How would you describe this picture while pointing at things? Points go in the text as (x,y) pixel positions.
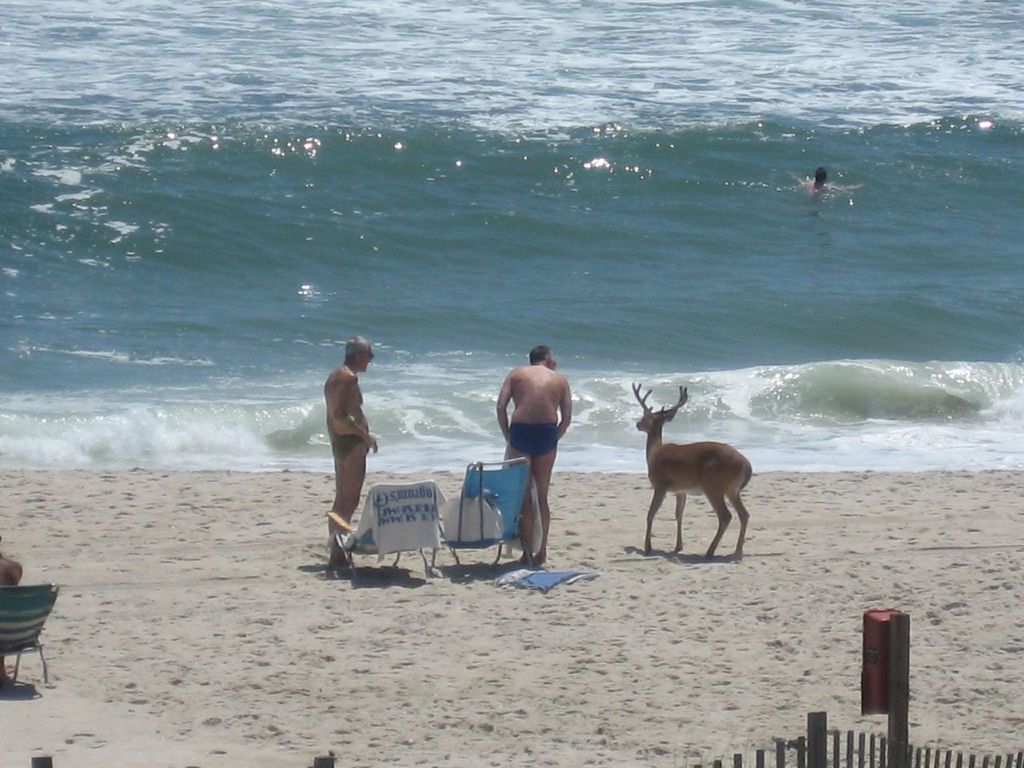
In this image, we can see a chair (503,526) in the beach (474,682). There is an animal (737,481) in the middle of the image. There is an another chair (44,608) in the bottom left of the image (45,608). There is a pole (899,690) in the bottom right of the image (900,678).
